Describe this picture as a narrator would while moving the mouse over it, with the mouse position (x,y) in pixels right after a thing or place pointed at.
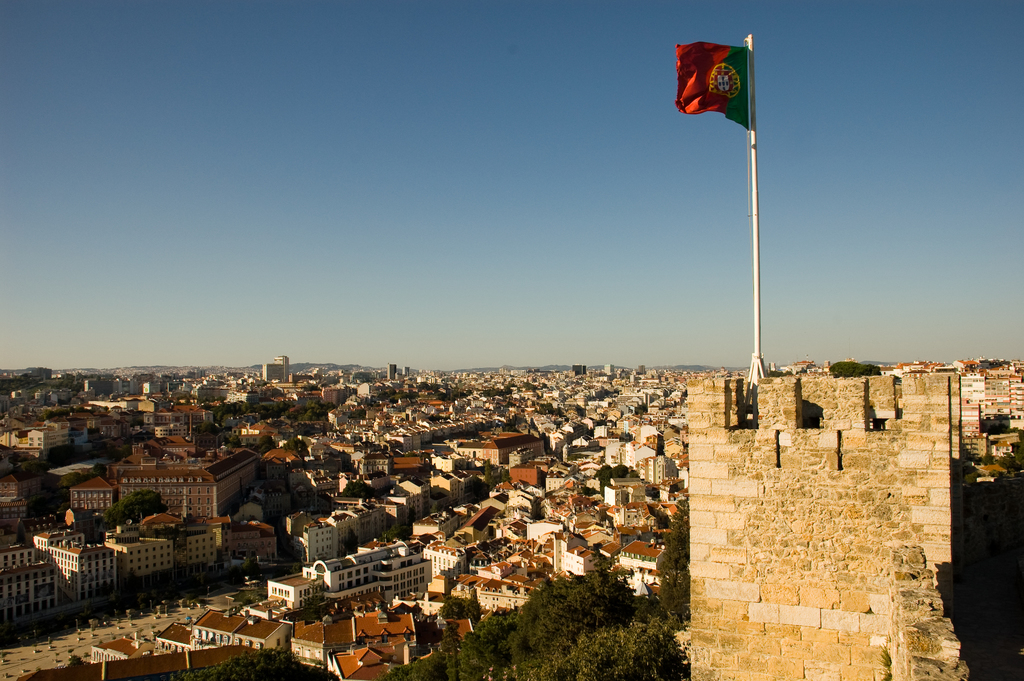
In this image I can see houses (453,495), buildings (466,536), trees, flagpole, vehicles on the road (46,631) and the sky (366,222). This image is taken may be during a sunny day.
